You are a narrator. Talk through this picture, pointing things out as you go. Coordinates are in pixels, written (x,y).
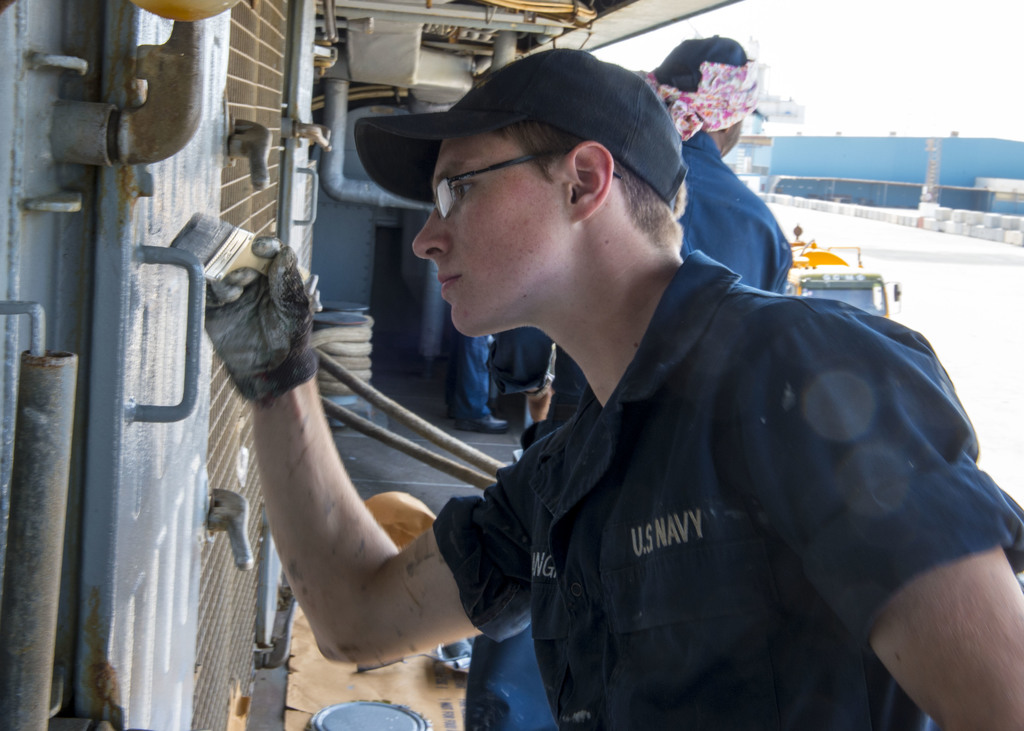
In this picture I can see a man (569,335) holding a paint brush (231,266) in his hand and I can see another man (704,163) and a building (857,190) in the back (720,95) and I can see a vehicle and sky (828,62).
